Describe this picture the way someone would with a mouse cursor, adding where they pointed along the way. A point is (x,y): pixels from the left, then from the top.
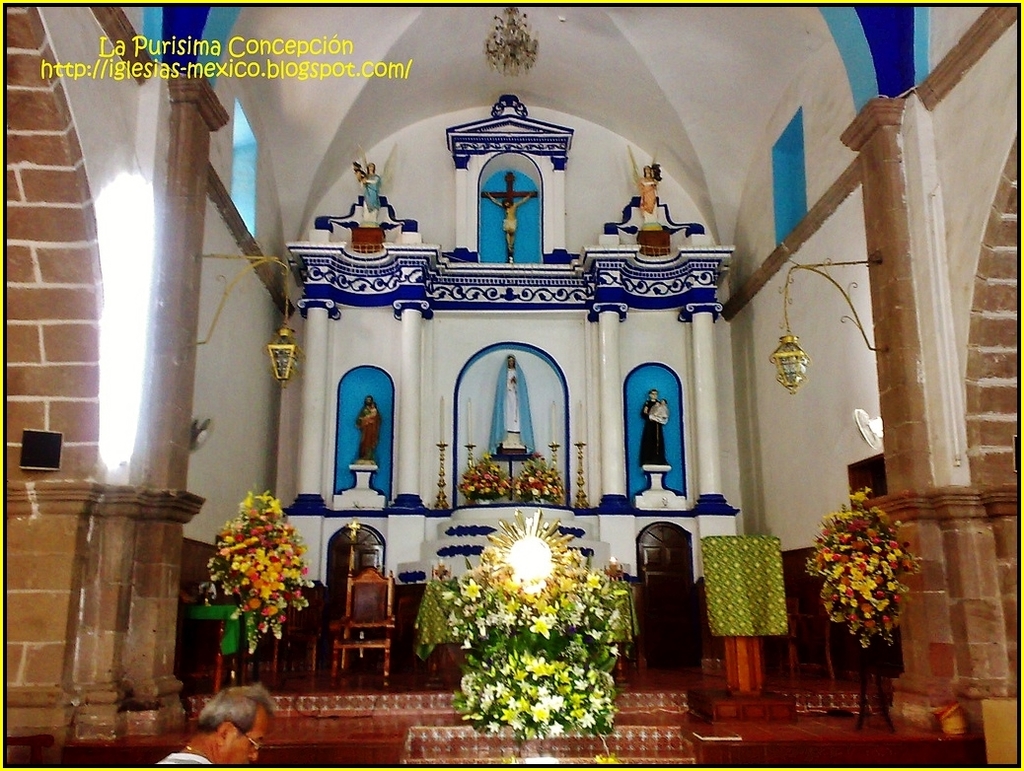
In the image we can see the cathedral construction (384,355) and there are statues of the goddess (663,411). We can even see flowers (833,586) and a chair (310,631). There is a person (220,722) wearing clothes (181,756) and spectacles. We can even see the lamp (288,369), light (127,383) and the top left (139,68), we can see water mark (176,72).
